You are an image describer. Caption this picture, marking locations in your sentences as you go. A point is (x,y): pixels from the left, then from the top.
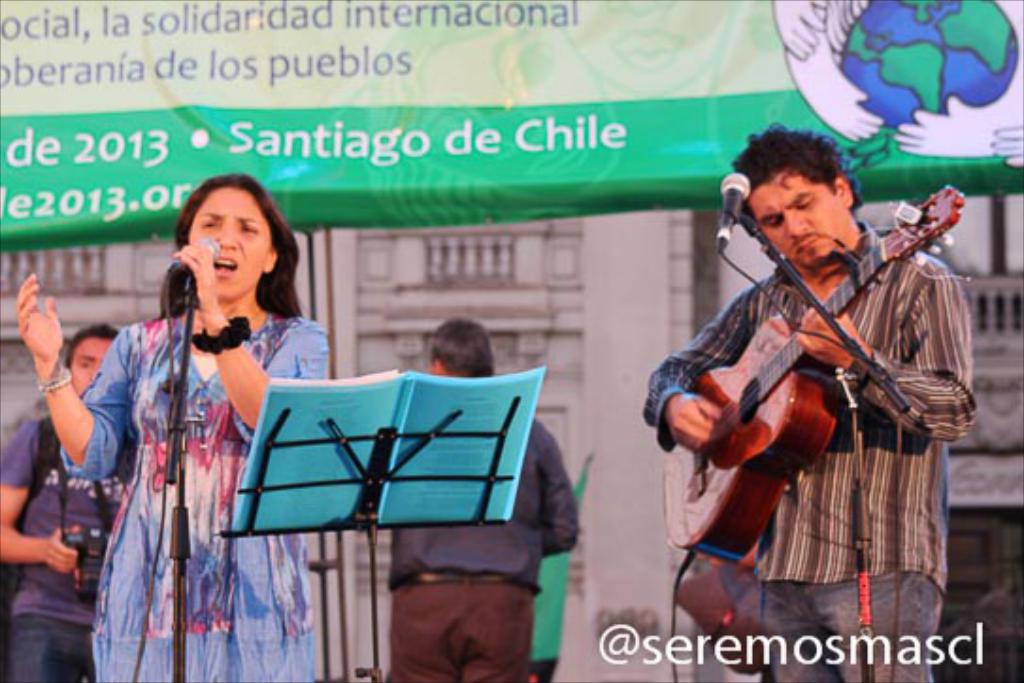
In the given image we can see a women (227,262) and man (747,297) standing, man (681,386) is holding a guitar (730,384) in his hand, this is a microphone (210,246), banner (361,196) and water mark (753,642).
